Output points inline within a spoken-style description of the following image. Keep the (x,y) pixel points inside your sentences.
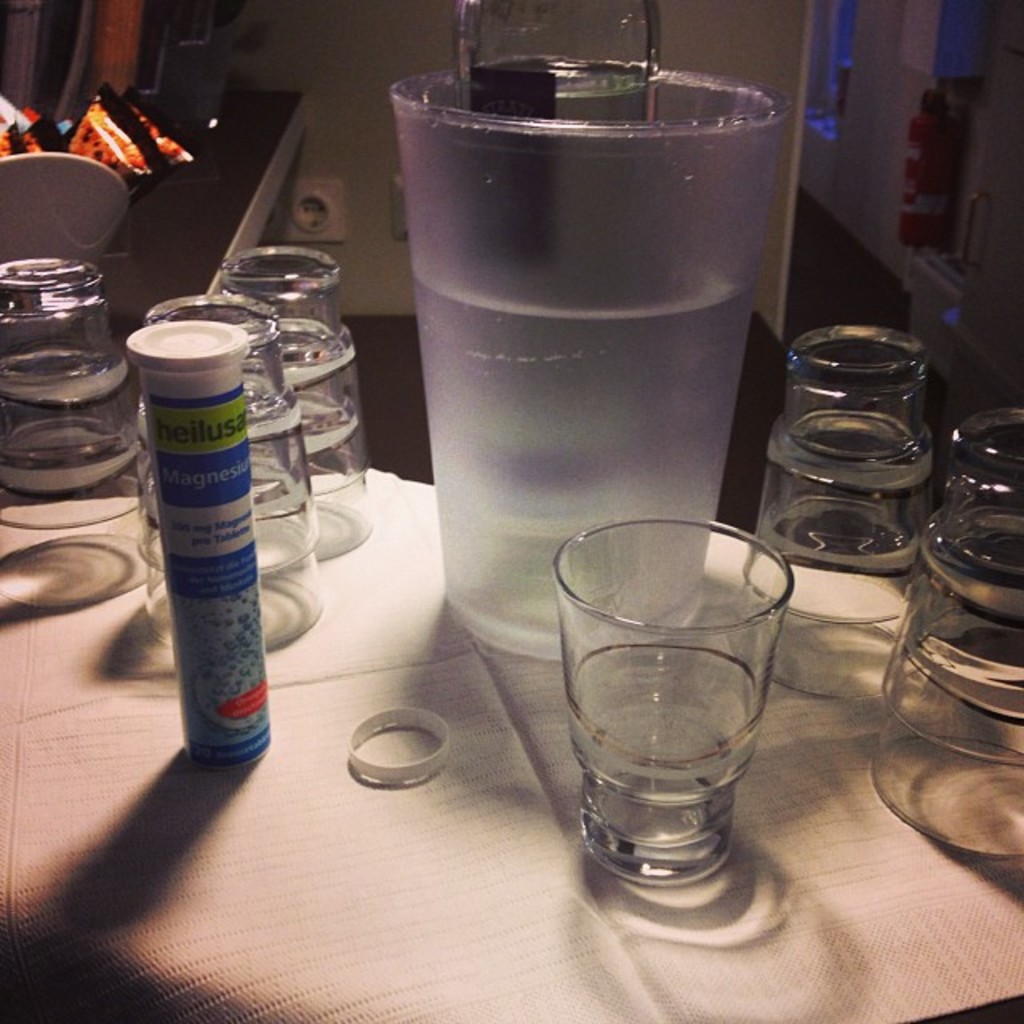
There is a table (495,771). There is a glass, bottle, cap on a bottle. We can see in background (315,139) white color wall (291,88). On the right side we have a cupboard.
